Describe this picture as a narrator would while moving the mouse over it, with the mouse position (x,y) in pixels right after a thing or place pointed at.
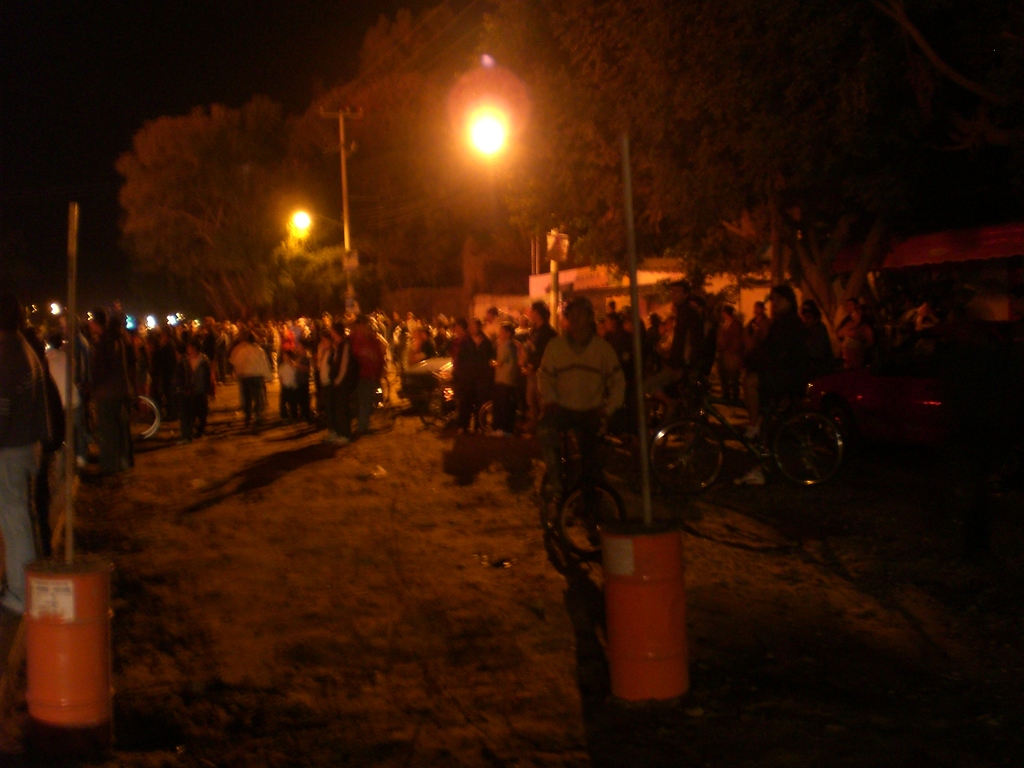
In this picture we can see a group of people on the ground (326,500), here we can see bicycles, electric pole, drums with poles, trees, lights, houses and some objects (417,382) and in the background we can see it is dark.
